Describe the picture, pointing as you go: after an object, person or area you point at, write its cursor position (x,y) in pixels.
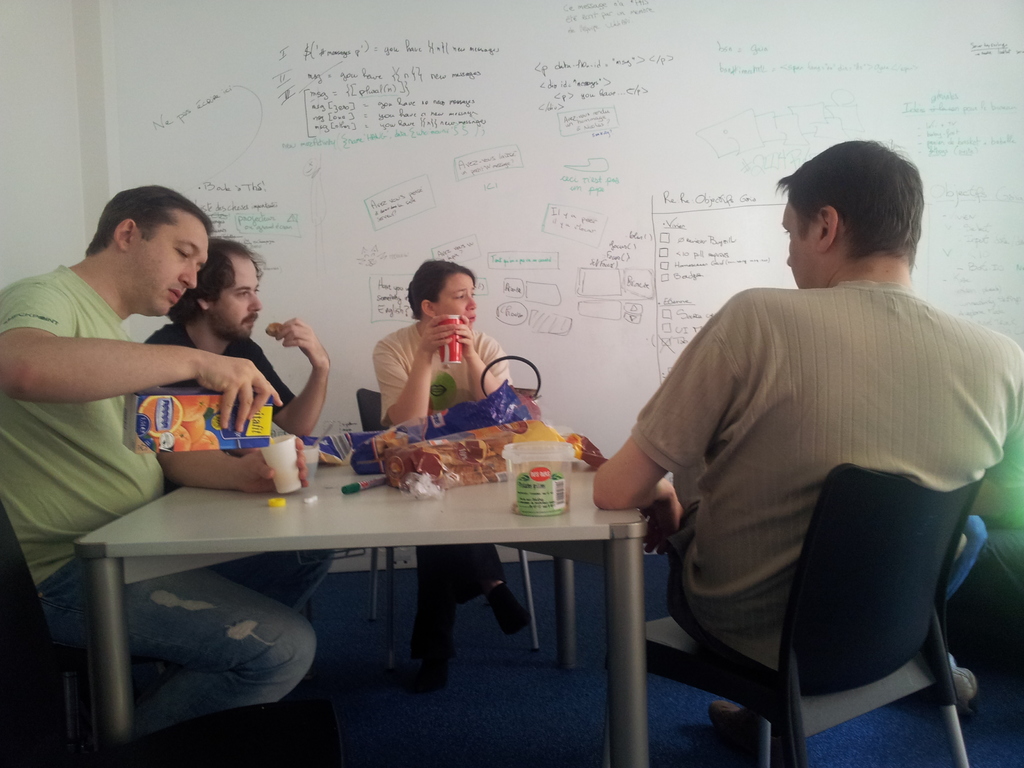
In this image there are four persons (815,475) sitting on the chair (835,593). In middle (570,506) there is a table (567,654) having a cup (565,480) on top of it. A person (134,641) at left side (95,489) is pouring some drink (251,424) into the glass (273,466). Beside to him the person (199,276) is holding some food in his hand (292,341) and back side there is a board (779,2) and some text (758,261) is written on it.
